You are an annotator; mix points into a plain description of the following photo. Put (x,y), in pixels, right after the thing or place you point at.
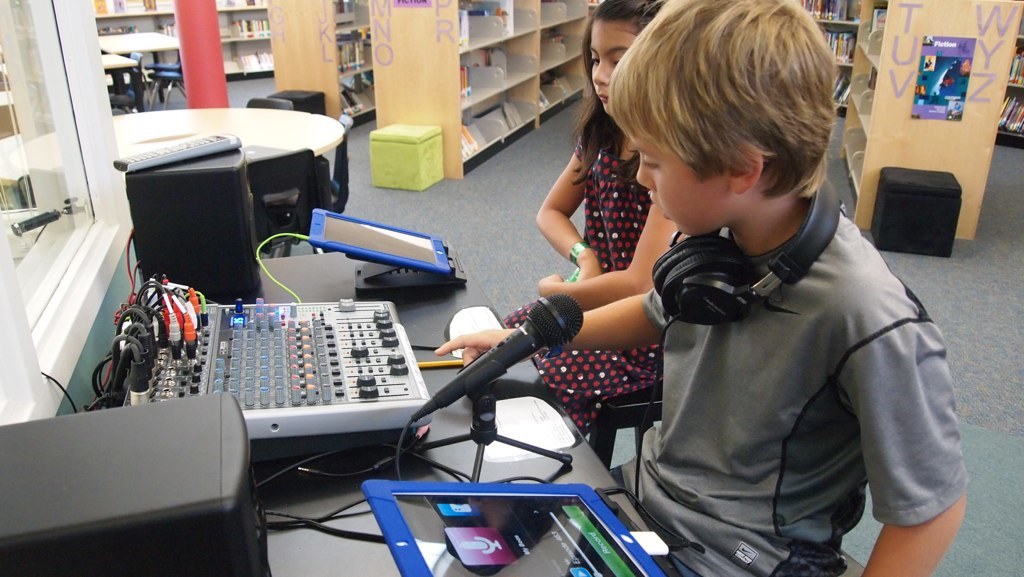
In this image there is a boy (773,323) and a girl (612,292) sitting on the stools (602,438). The boy (649,452) is wearing a headphones (718,281) around his neck (793,226). In front of them there is a table (308,537). On the table (279,495) there are speakers (239,210), a audio mixer (247,335), a remote (168,149), tablets (355,225), cable wires (381,462) and a microphone (471,373). Behind the table (452,375) there is a glass window (53,271) to the wall (90,336). At the top (266,28) there are wooden racks (470,22). There are books (843,44) in the racks (290,36). There are stools (411,126) near the racks (287,79). There are tables (278,114) and chairs (146,69) in the image.
